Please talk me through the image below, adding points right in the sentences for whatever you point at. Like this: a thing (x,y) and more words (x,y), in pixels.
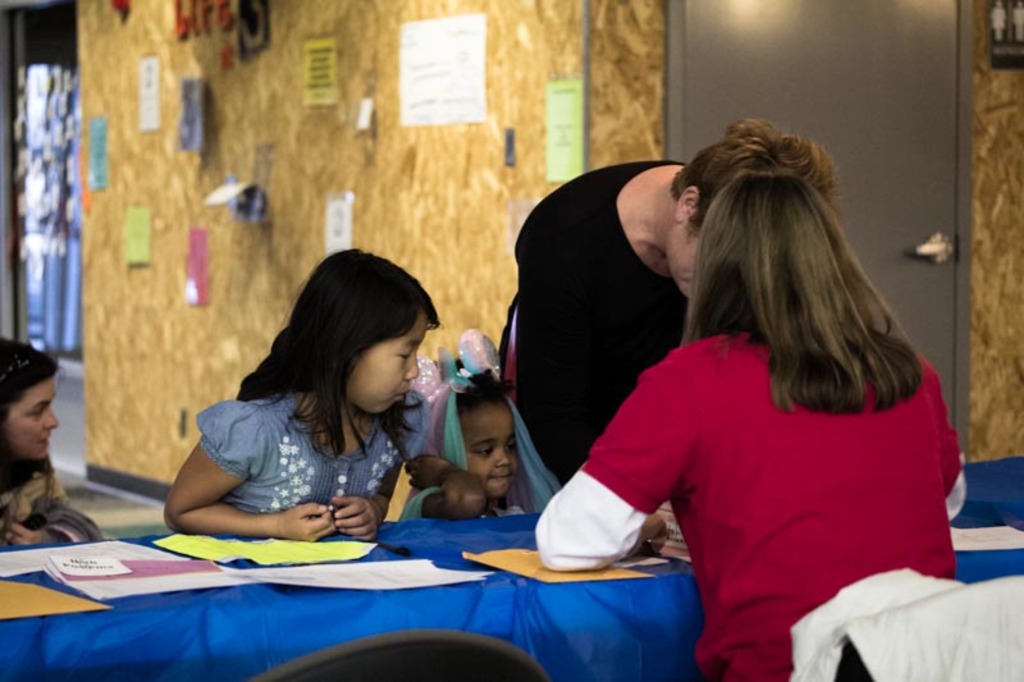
In this picture there is a woman (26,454) sitting on the chair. There is a woman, two girls (322,421) are also standing. There is also another woman (24,443). There are some papers (152,568) on the table (473,611). There is a blue cloth (269,612). There are some posters (439,62) on the wall (608,102). There is a door (812,109) and a door handle (926,255).
